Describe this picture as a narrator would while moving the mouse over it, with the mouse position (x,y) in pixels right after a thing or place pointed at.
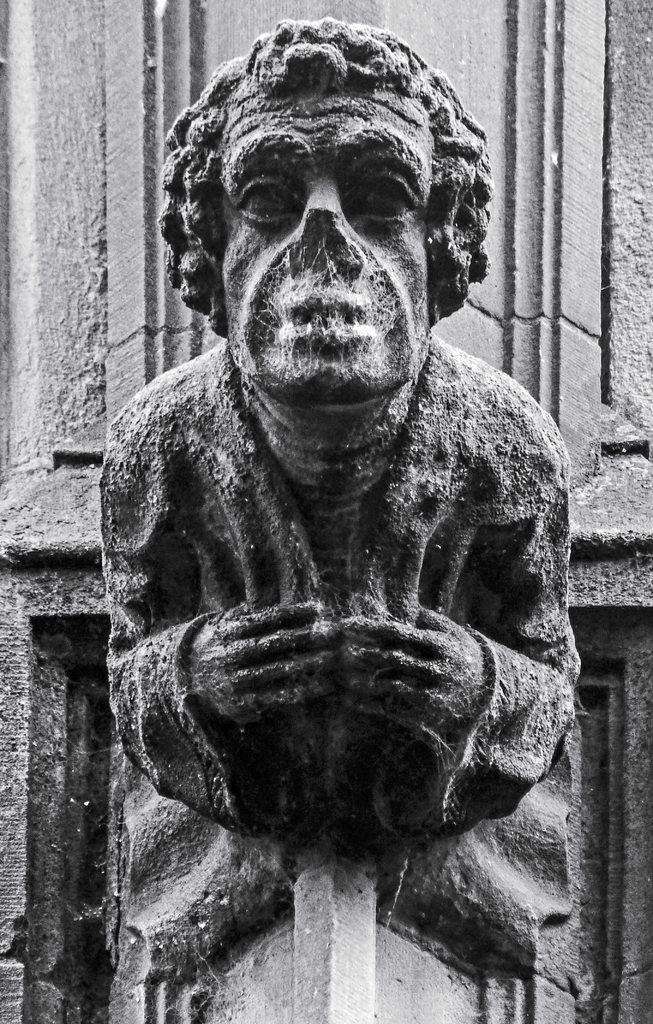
In the middle of the image (299,461) we can see a statue (316,533) and it is a black and white photography.
